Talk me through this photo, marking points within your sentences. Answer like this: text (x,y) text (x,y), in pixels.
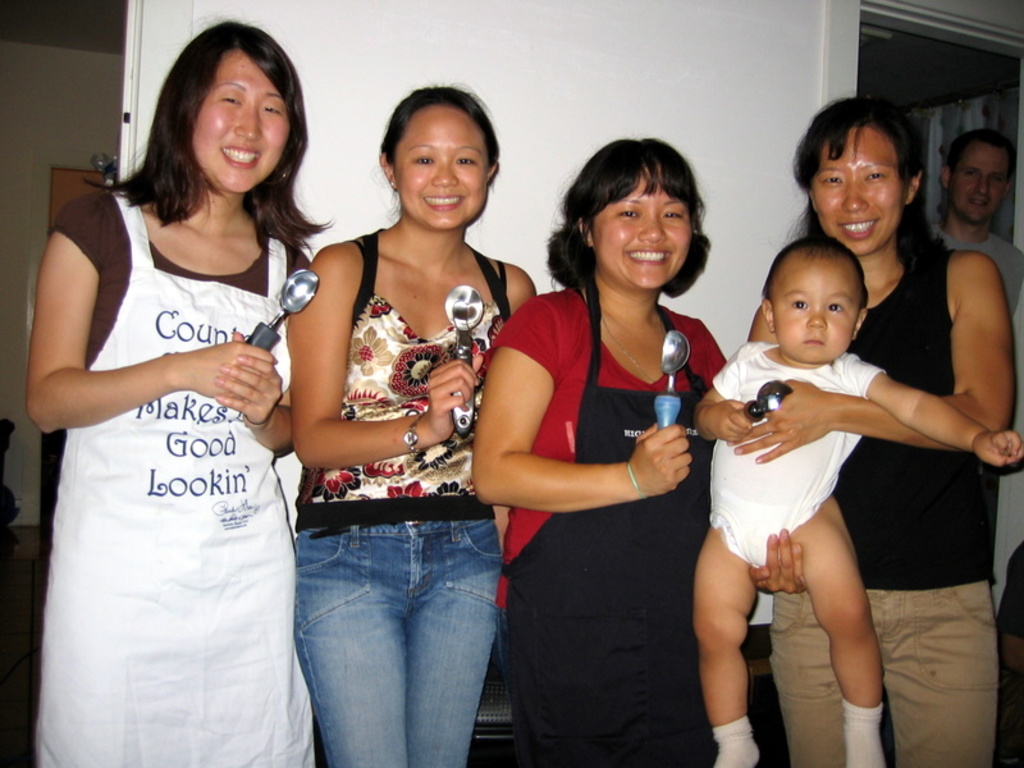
There are four ladies (354,281) standing. Three are holding spoon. Lady (837,415) on the right (857,412) is holding a baby (791,480). And the baby (774,497) is holding a spoon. In the back (518,104) there is a white wall (536,48). On the right side (989,196) there is a man (976,189) in the background (976,199).
